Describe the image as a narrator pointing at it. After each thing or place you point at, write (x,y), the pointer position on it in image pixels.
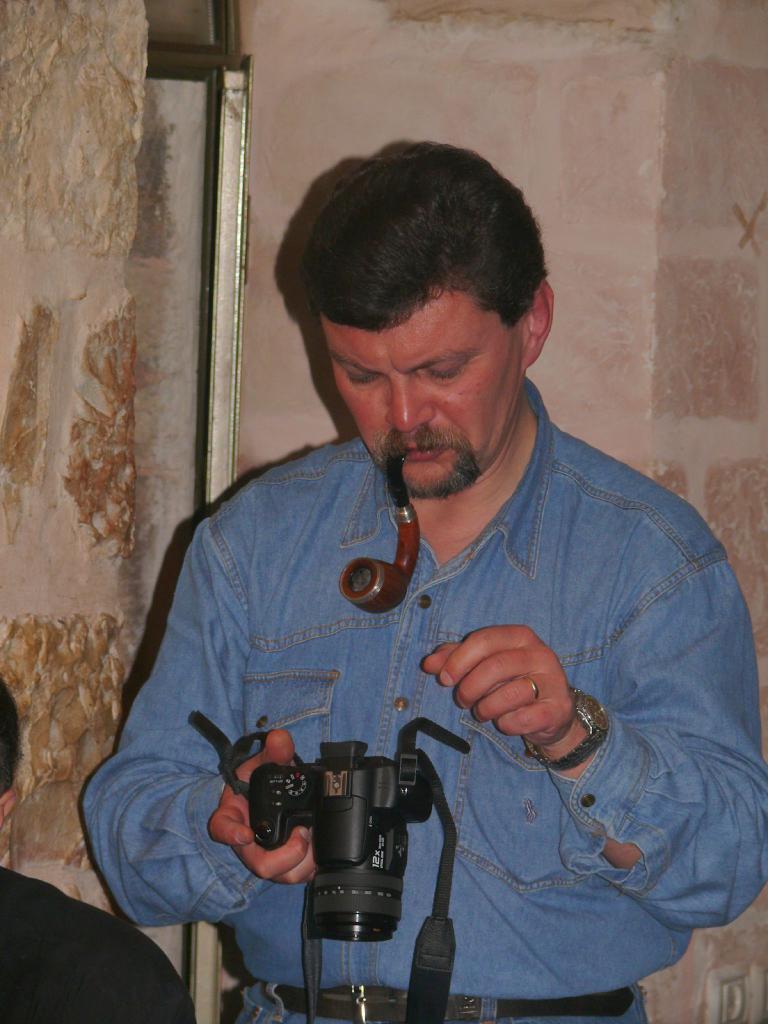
This person (665,920) standing and holding camera (368,799) and smoking, this person (59,930) sitting. On the background (360,109) we can see wall (558,117).
